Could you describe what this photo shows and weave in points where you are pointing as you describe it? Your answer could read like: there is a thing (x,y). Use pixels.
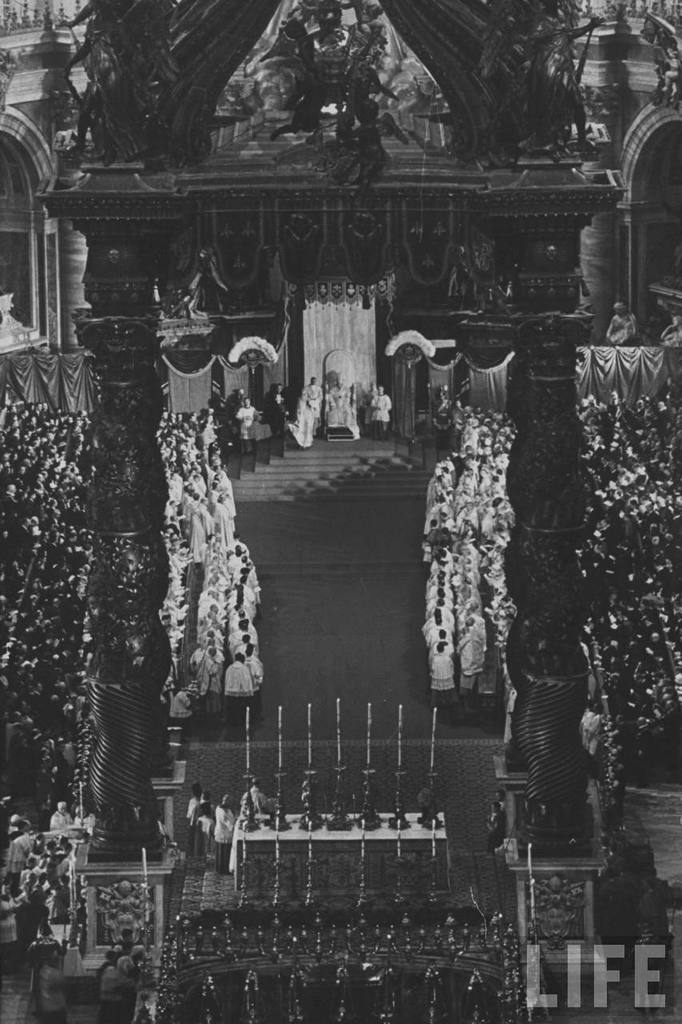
This picture describes about group of people (249,613), few people (252,670) are standing and few are seated, and also we can find a arch (306,103) and a building (323,188).
